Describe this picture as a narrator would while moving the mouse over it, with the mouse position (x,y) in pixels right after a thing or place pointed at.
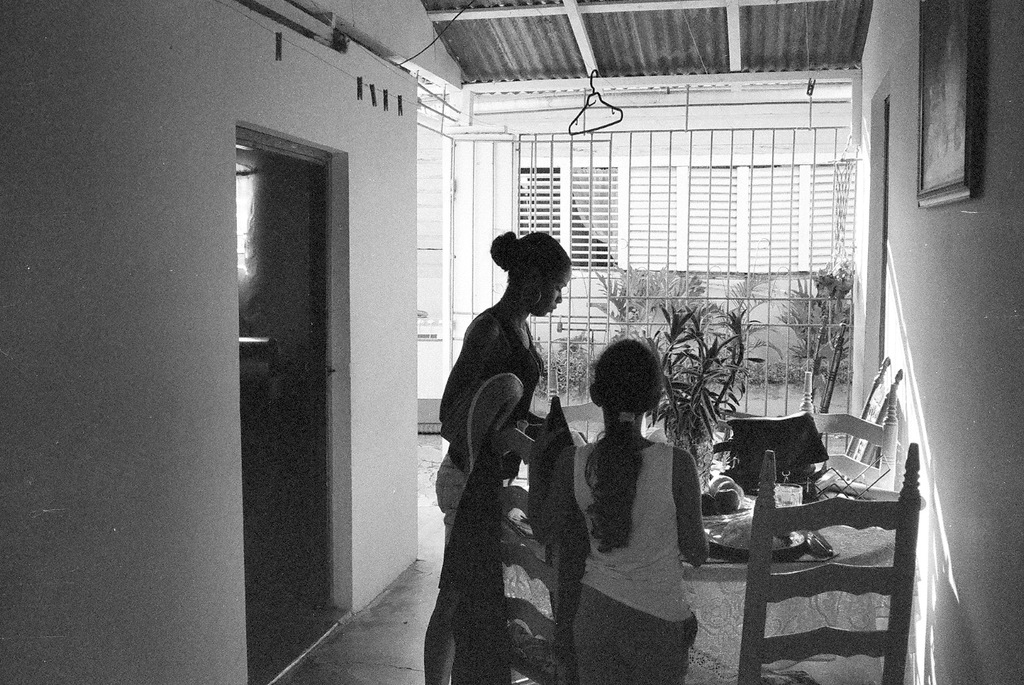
In this image we can see two women (675,510) standing, in front of them there is a table (729,580) with some objects (739,495) on it, there are some chairs (560,572), a hanger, some house plants (675,337), a fence (607,192), also we can see a wall (912,142), a shed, and a door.
